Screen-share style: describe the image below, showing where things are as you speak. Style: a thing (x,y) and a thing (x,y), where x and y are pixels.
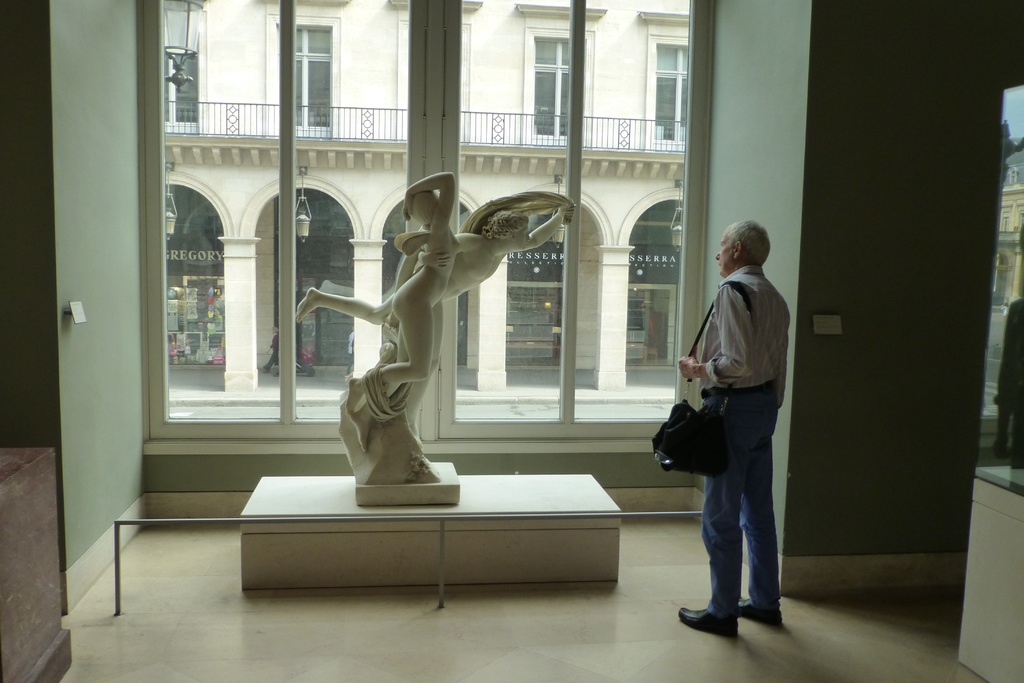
In this image we can see a man (722,332) holding a bag (696,438) and standing on the floor (611,601) and watching the statue (455,494) and behind the statue (467,285) we can see the glass window (462,50) and through the glass window (347,60) we can see the building (318,37). We can also see the pillar (377,245) and also the plain wall (880,362). On the left (39,644) there is a wooden object (29,461). We can also see the lights (303,220).
